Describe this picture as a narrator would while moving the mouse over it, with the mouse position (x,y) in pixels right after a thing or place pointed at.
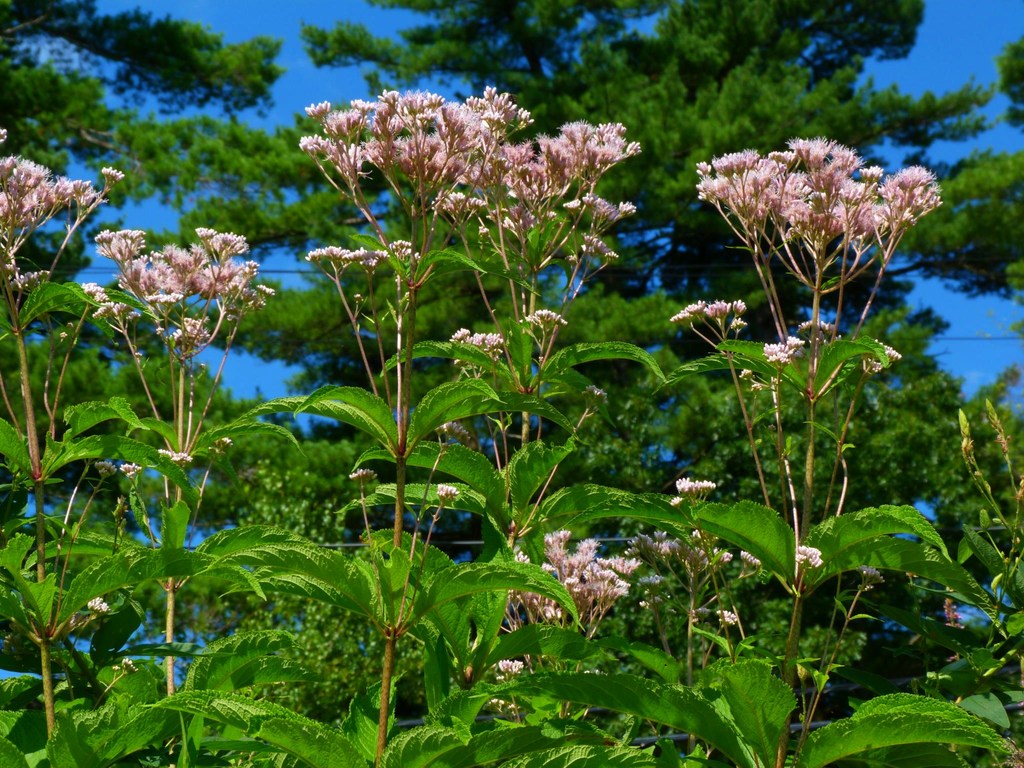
In this picture I can observe pink color flowers (220,241) to the plants (507,214). In the background (129,168) there are trees (255,62) and sky (276,94).
